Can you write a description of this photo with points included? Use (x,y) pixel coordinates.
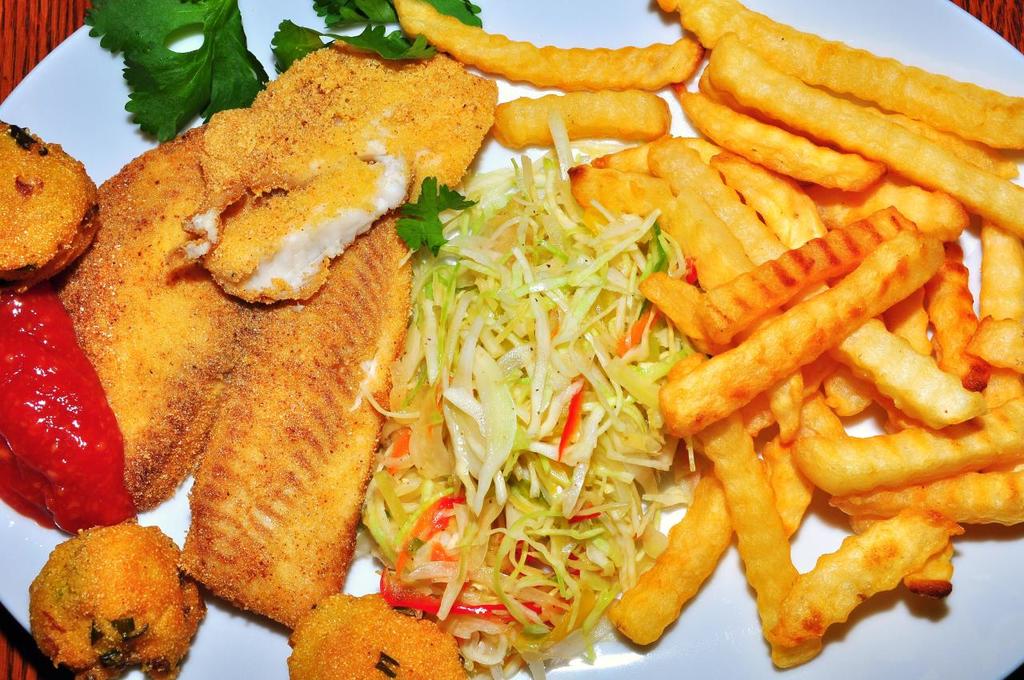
In this image, we can see a plate (898,656) contains some food (273,93).
